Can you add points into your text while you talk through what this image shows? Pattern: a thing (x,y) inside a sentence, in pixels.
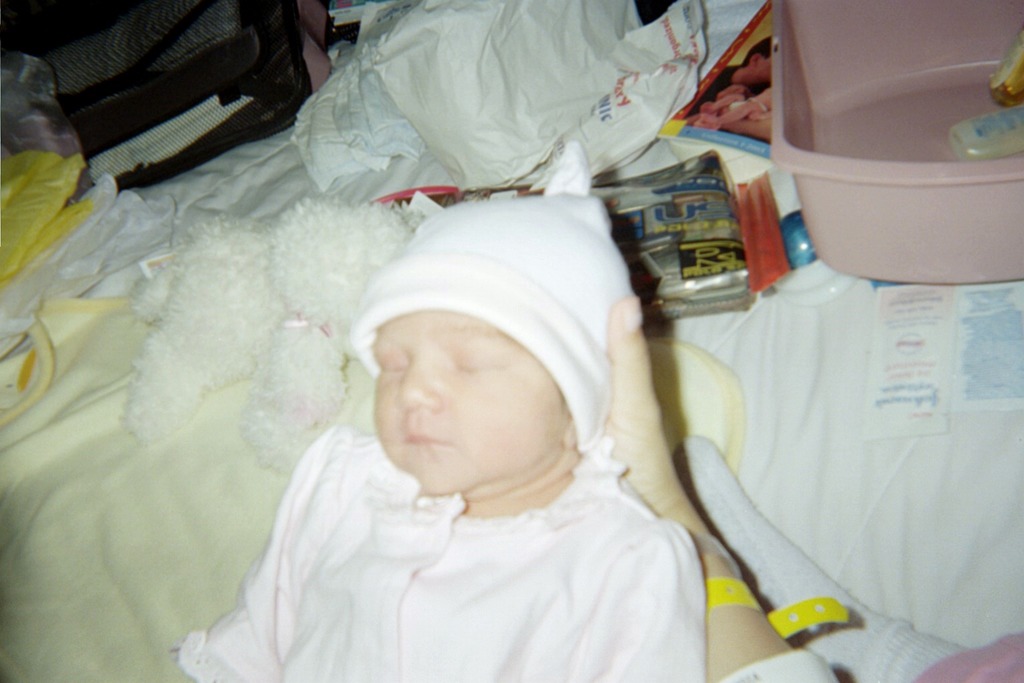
In this image we can see the hand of a person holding a baby (588,541). On the backside (259,312) we can see a bed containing a teddy bear (234,333), some bags (100,129), covers (56,218), a book (710,116) and some bottles (1012,137) in a tub (992,258) which are placed on it.
